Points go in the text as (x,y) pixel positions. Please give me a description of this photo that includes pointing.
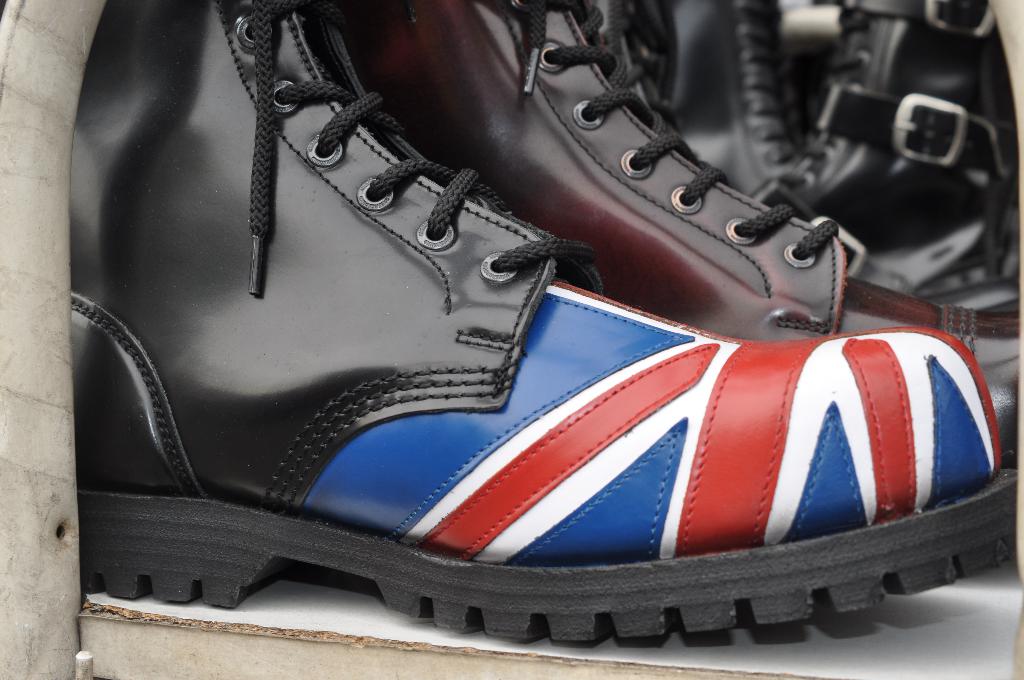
In this image there are few boots (540,431) on the floor (1015,605). Left side (22,414) there is a wooden trunk (2,358).
